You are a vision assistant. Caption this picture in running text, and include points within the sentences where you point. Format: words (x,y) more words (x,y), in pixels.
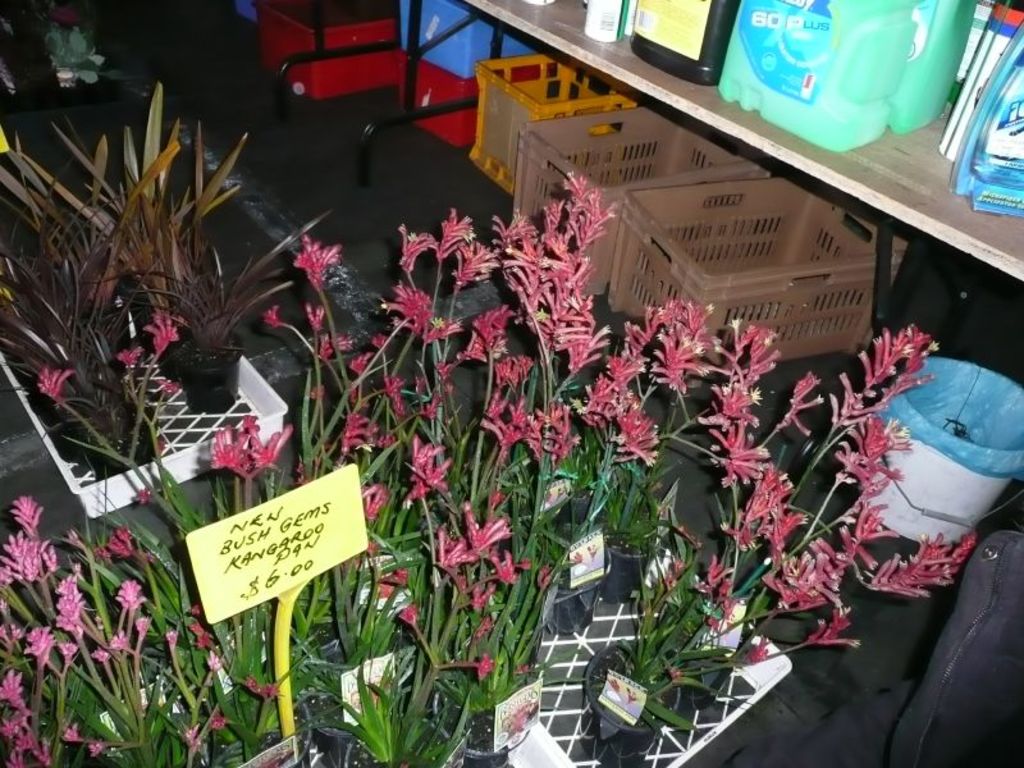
This picture is an inside view of a room (622,490). In this picture we can see the containers (614,630) and flower pots (343,590), boards (290,578). At the top of the image (451,100) we can see the containers (611,164), bucket (931,378), floor (339,192) and table (877,181). On the table (930,136) we can see some objects (714,80).
